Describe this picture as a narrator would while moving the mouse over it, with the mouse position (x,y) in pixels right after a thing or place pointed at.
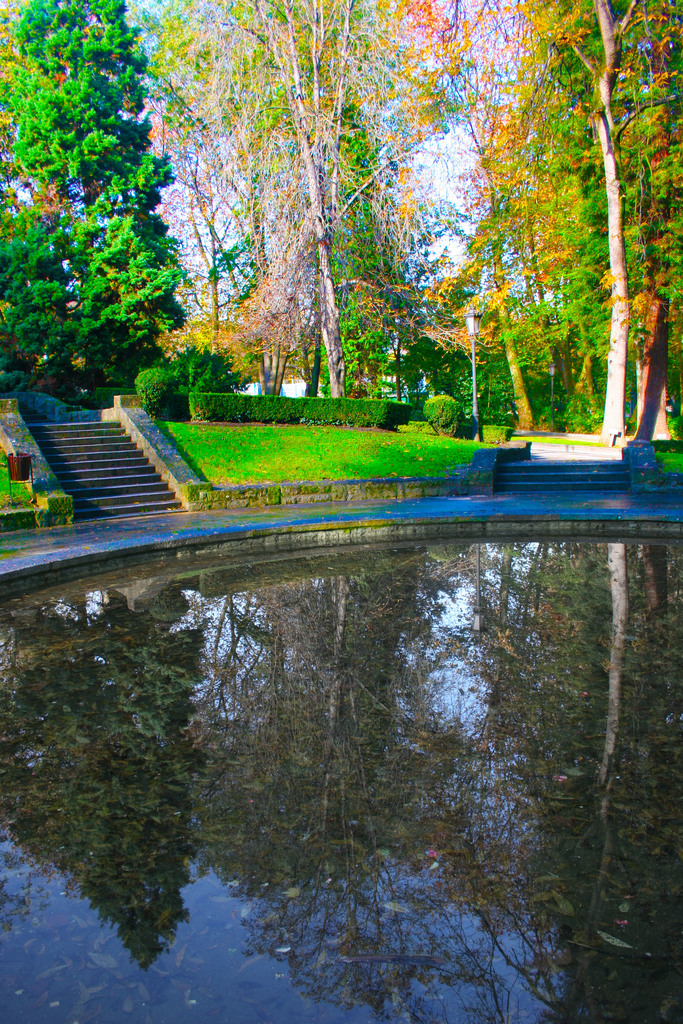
In this image I can see water (556,880), background (122,492) I can see few stairs (90,445), grass (302,436) and trees (211,293) in green color and sky (448,168) in white color.
